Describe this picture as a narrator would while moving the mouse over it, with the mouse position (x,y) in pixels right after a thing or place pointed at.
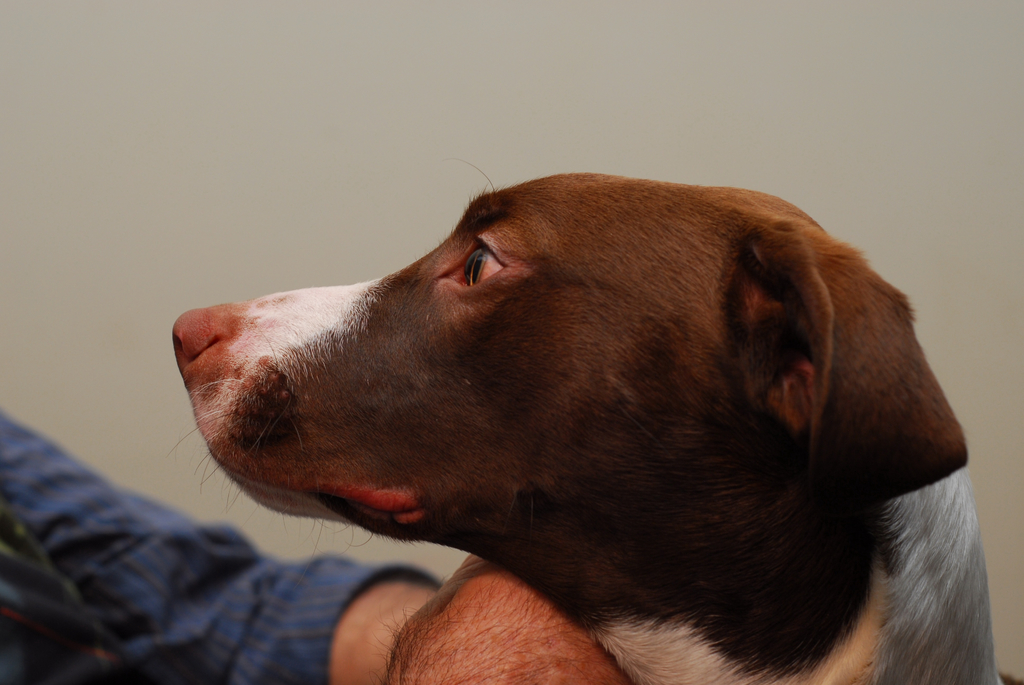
In this picture there is a man (197,567) with blue shirt (255,574) is holding the dog (893,326) and the dog (729,355) is in brown, black and in white color. At the back (712,158) it looks like a wall (305,159).
